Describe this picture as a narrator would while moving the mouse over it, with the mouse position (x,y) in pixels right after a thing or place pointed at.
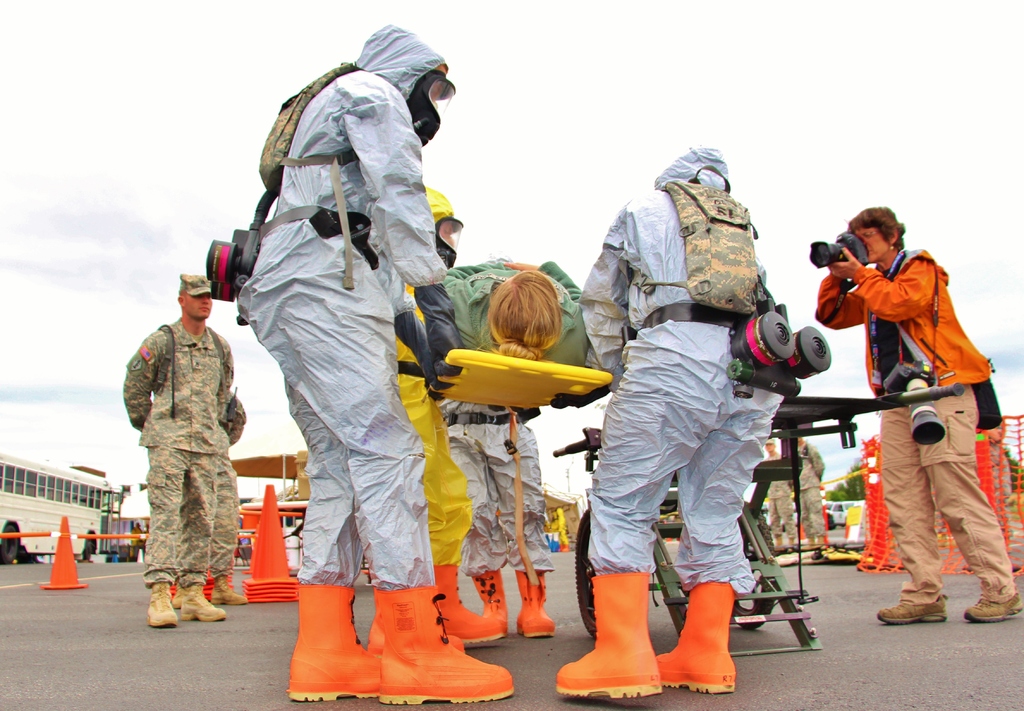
In this image I can see number of people (318,324) are standing. I can also see most of them are wearing jackets (249,311), shoes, bags (725,202) and on the right side (945,304) I can see one woman (889,211) is carrying a camera (914,377) and I can also see she is holding another camera (862,245). In the background (24,494) I can see number of orange colour traffic cones (66,581), a bus (6,460) and many more stuffs (997,480) on the ground (845,684). I can also see the sky (837,447) and clouds (798,180) in the background (258,492).
